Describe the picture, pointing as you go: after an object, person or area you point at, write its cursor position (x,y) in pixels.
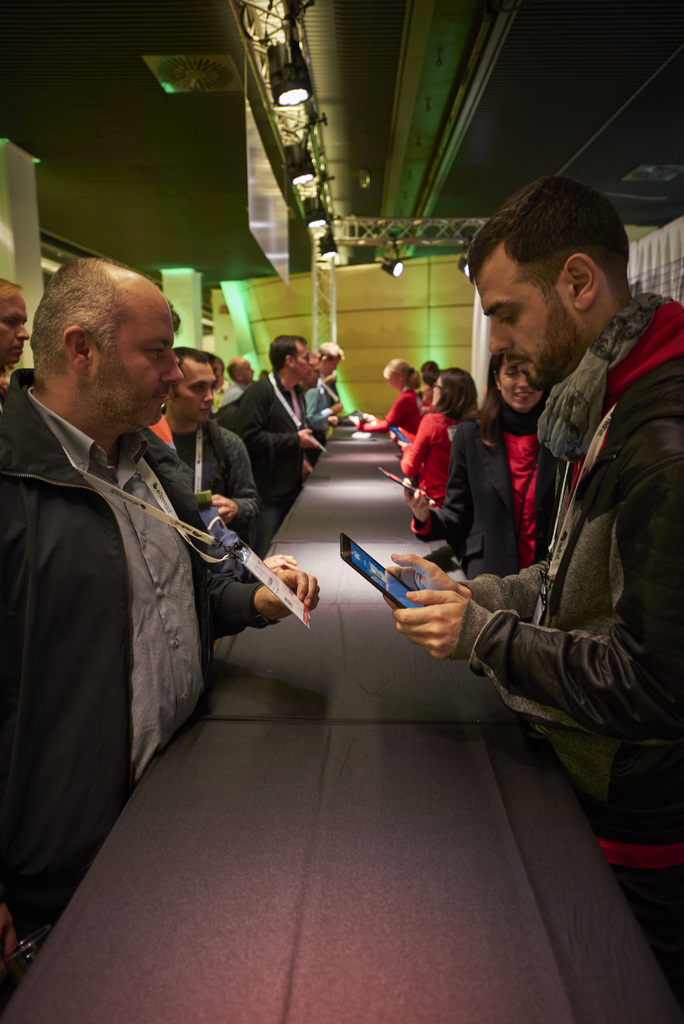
In this picture I can see many people (464,621) who are standing near to the table (426,679) and some peoples (448,614) are holding tablets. At the top (327,244) I can see the focus lights (303,159) which are placed on the roof (205,183). On the right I can see some clothes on the window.
